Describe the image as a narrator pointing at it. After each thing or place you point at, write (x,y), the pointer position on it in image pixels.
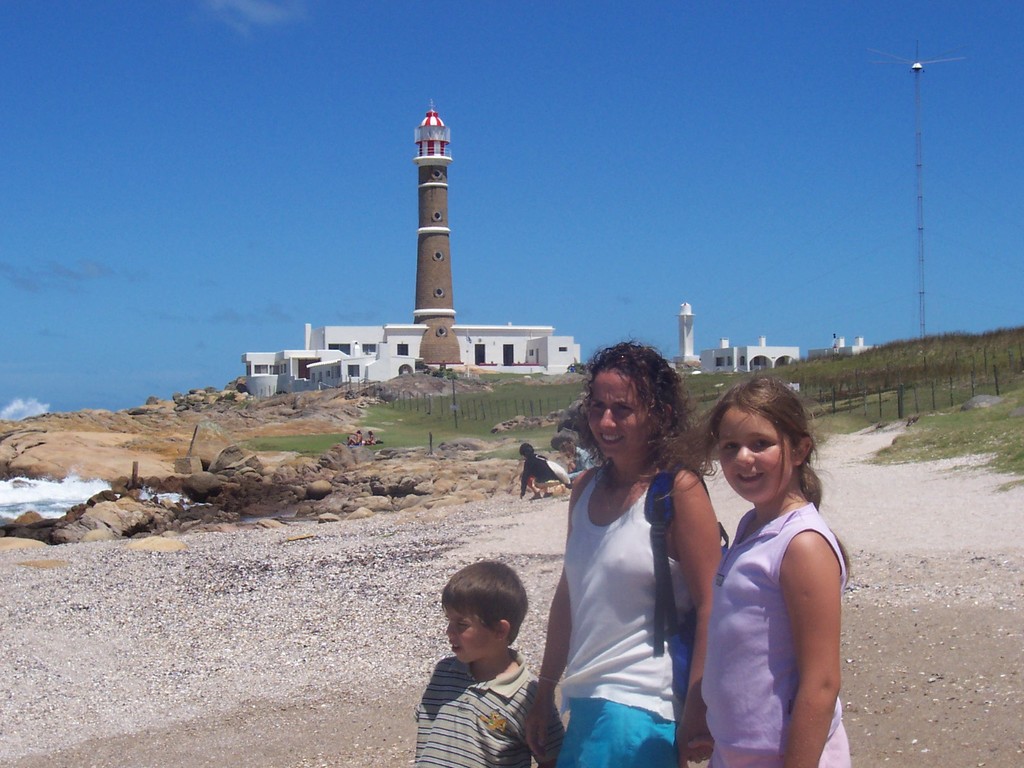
This picture is clicked outside and we can see the group of persons (575,465) and we can see the gravels (224,588), rocks (218,498), water body (14,515), tower (452,354), buildings (462,365), metal rods (934,388) and some other objects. In the background (714,150) we can see the sky (793,166) and the grass (885,385).
